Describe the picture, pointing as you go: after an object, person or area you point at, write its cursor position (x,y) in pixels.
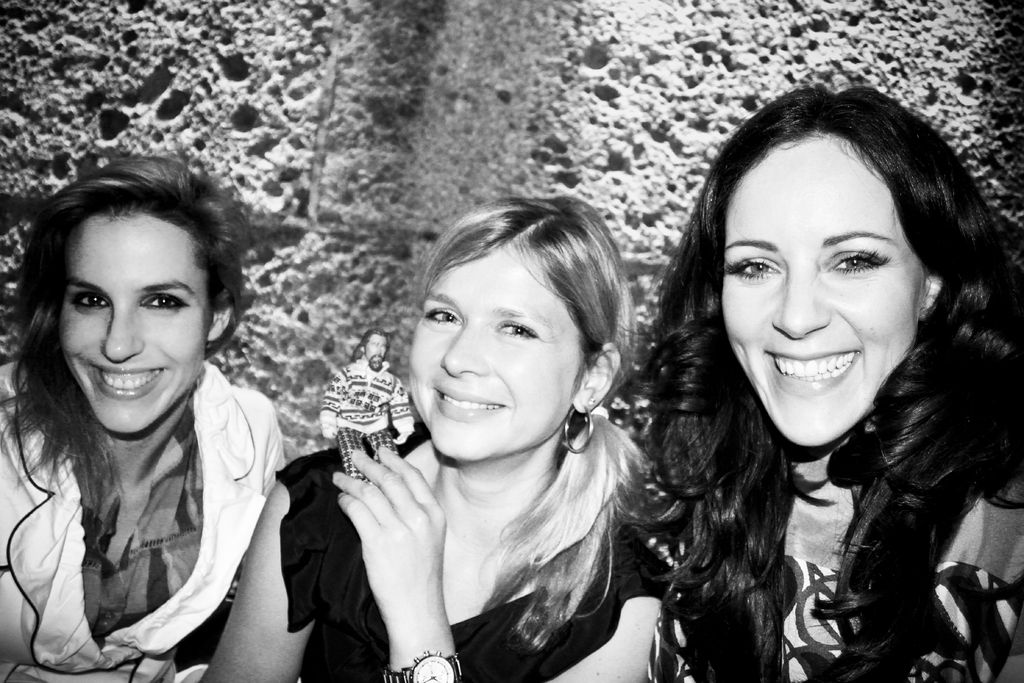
In this picture there are two persons (952,277) sitting and smiling and there is a person (465,336) sitting and smiling and holding the toy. At the back (487,145) there is a wall (627,115).
